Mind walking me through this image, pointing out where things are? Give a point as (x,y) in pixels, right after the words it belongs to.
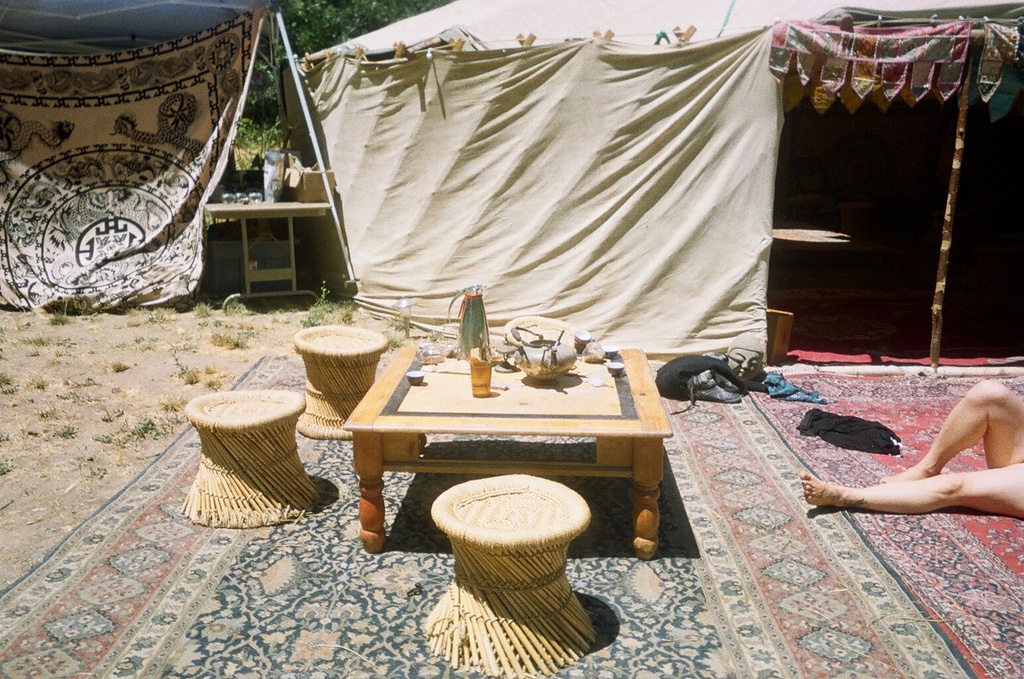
In this picture we can see table (573,373) and on table (453,427) we have glass (477,381), jar (479,341), pot (534,346) and aside to this table (570,407) we have wooden stools (250,478) and in background (441,118) we can see tent (418,188), pole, tree (281,43), clothes (733,377), person's leg (842,506).
